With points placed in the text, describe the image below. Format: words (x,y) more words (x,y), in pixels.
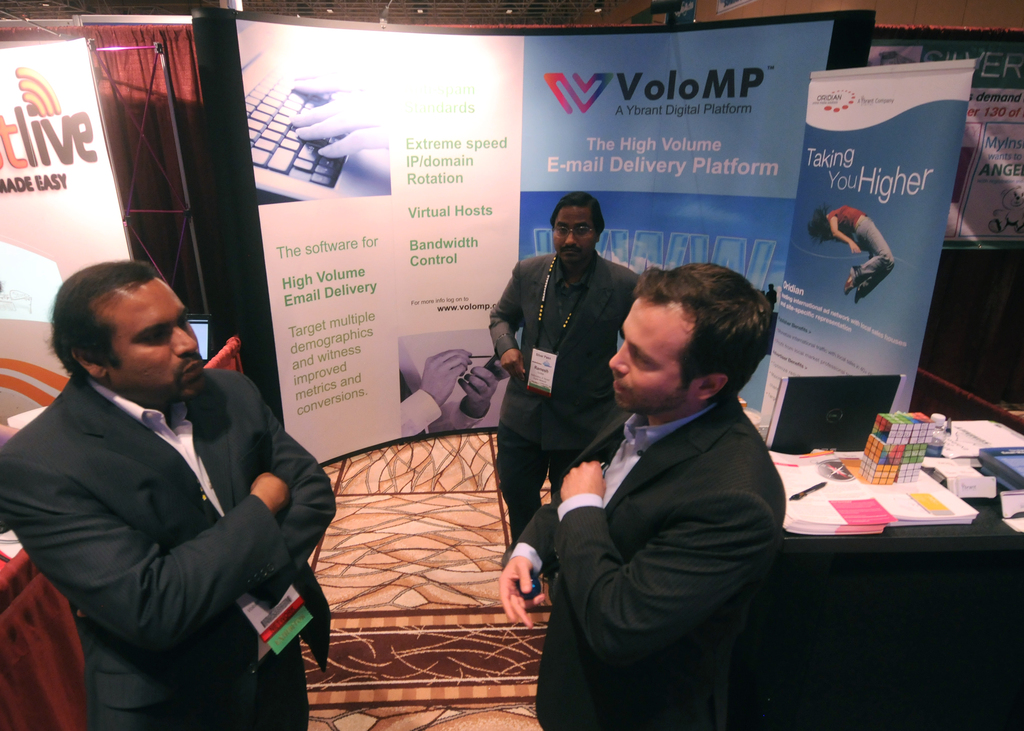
In this picture we can observe three members (584,409). All of them are wearing coats (644,484). On the right side (893,528) we can observe a table (847,559) on which there are some papers (859,478) and a Rubik's cube (891,445) are placed. We can observe a poster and a maroon color curtain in the background (168,44).
